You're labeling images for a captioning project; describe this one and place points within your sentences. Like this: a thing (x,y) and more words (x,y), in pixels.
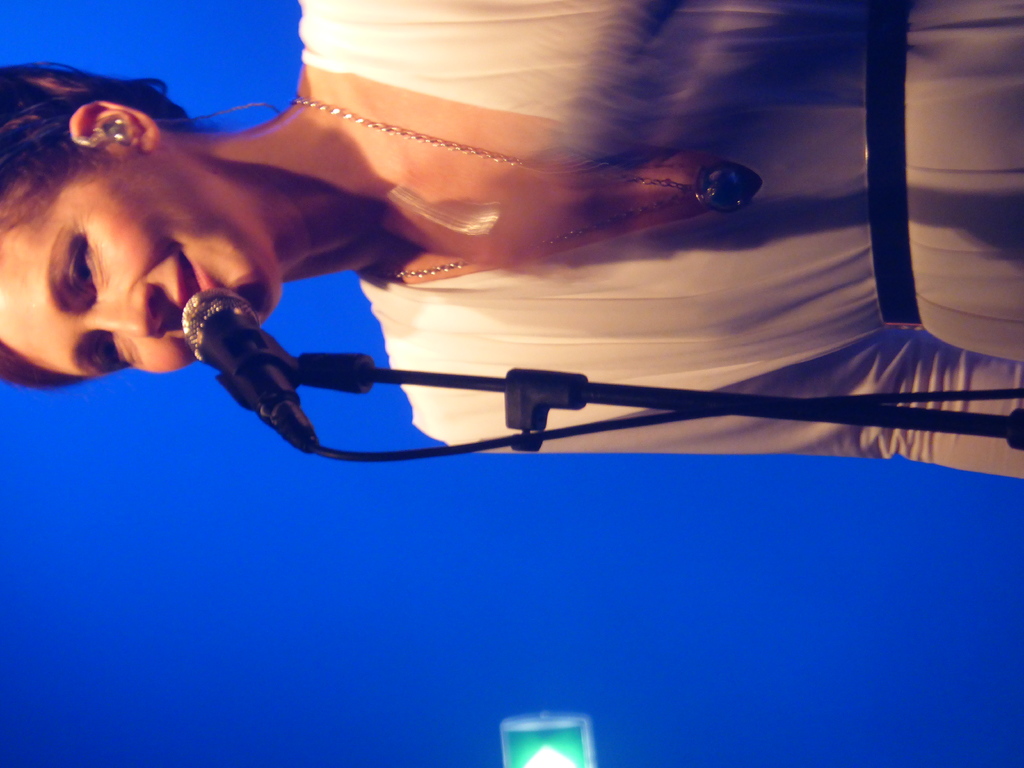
In this image, we can see a person (526,154) on the blue background. There is a mic (206,336) in front of the person (201,200).
